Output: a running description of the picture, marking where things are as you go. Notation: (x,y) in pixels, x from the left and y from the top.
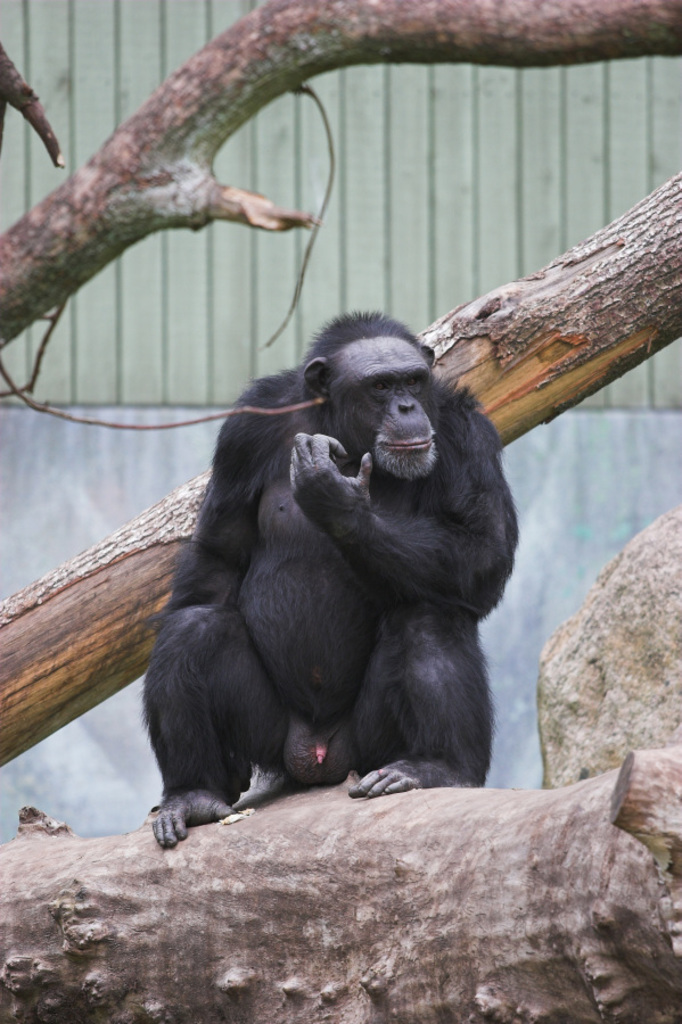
In the foreground of this image (428,532), we see a chimpanzee (351,621) sitting on a tree trunk (368,900). In the background (177,112), we see branches (185,121) of a tree (602,301) and a wall (453,185).
